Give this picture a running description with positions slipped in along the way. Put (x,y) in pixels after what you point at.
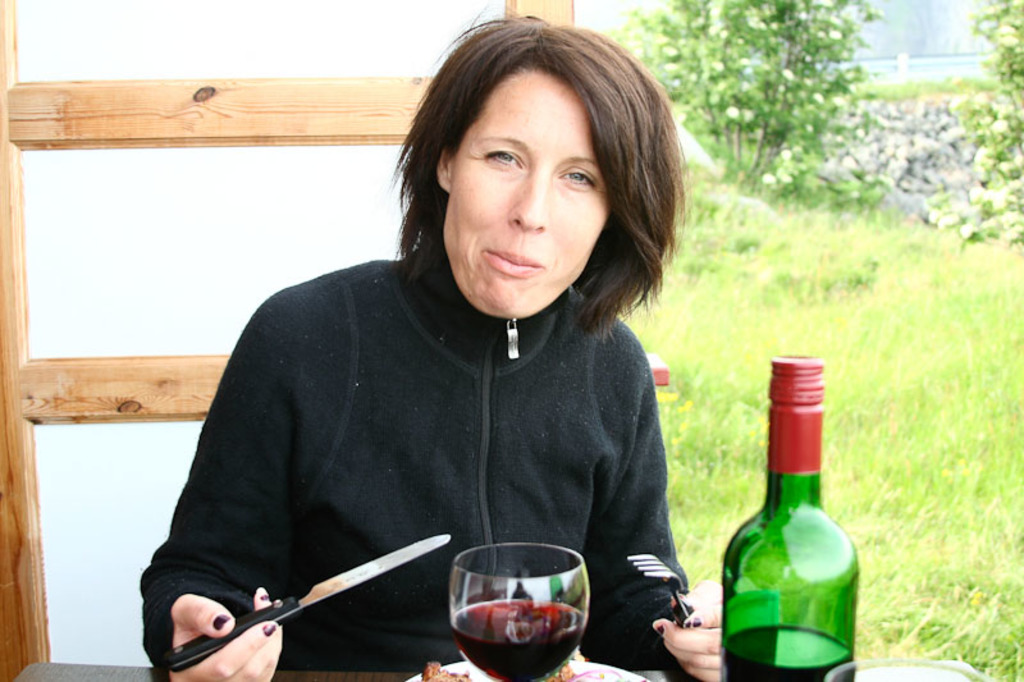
In the middle of the image (364,343), there is a woman (210,502) sitting on the chair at dining table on which glass (539,660) and a beverage bottle (772,588) is kept. In the left side of the image (207,248), door (224,292) is visible. In the right side of the image (908,332), grass (936,336) is visible and trees (804,140) are visible. In the top most (962,18) right, water (917,47) is visible. This image is taken during day time in a sunny day.
